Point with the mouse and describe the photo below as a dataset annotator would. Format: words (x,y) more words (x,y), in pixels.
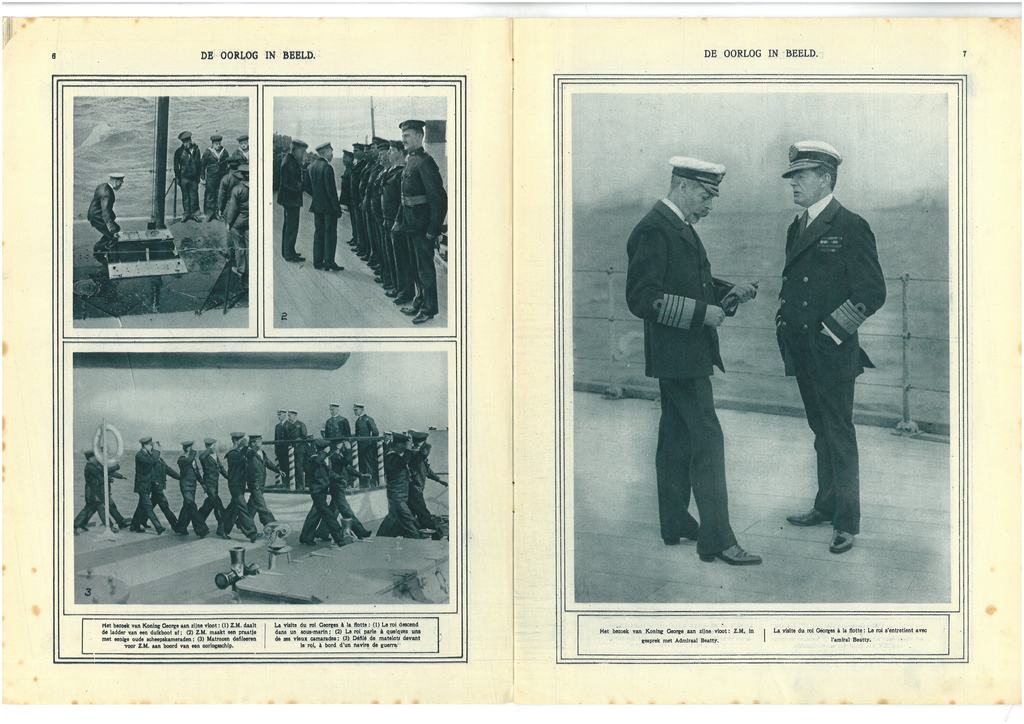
This is a book (496,233) and here we can see black and white images (344,280) of some people (408,215) wearing uniforms (285,210) and there are some objects (291,359).
